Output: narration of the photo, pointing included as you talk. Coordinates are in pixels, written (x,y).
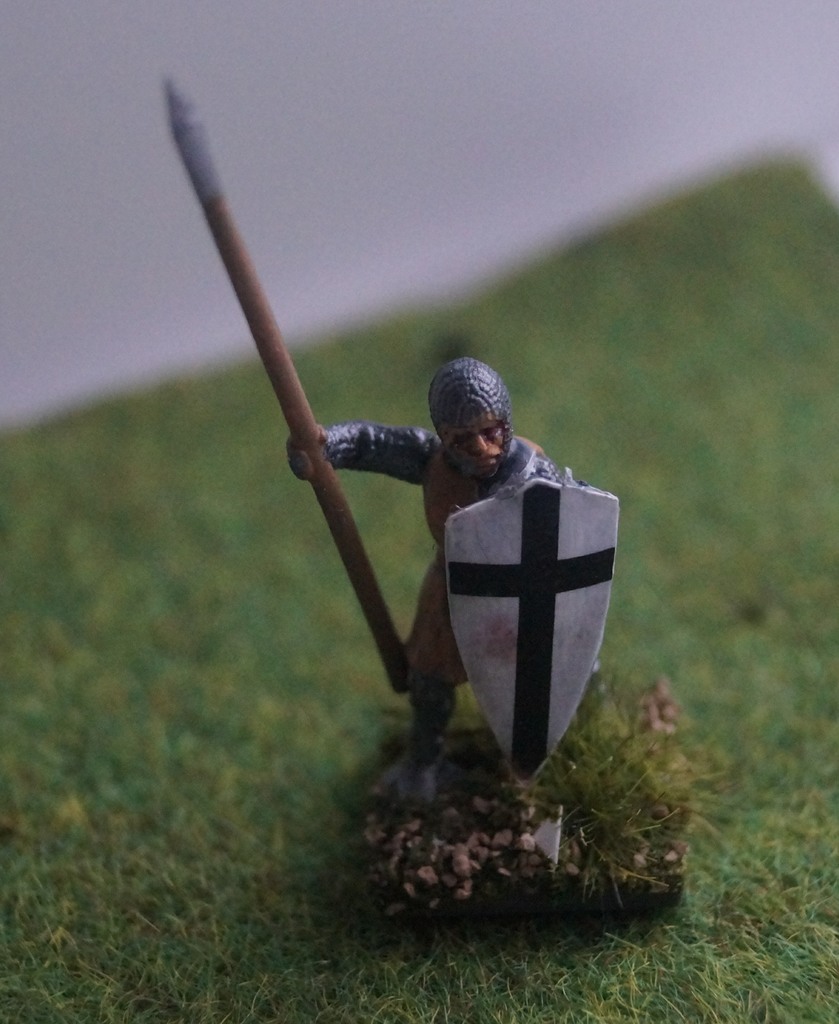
In the picture I can see a toy (499,701) of a person (432,685) who is holding a wooden stick (356,550) and a shield (556,710) in hands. In the background (166,505) I can see the grass (154,504). The background of the image is blurred.
